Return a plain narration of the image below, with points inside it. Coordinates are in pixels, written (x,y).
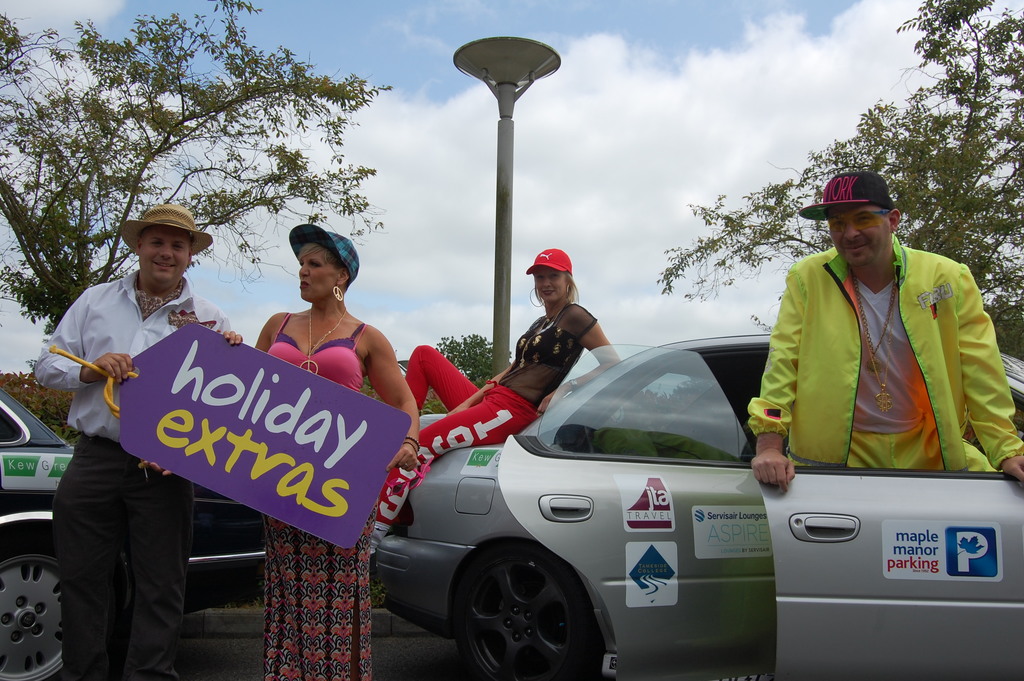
In this image I see 2 men (101,417) and 2 women (503,385) and I see that these three smiling. I can also see these 2 are holding a board (179,462) which says "holiday extras" and this woman (522,380) is sitting on this car (932,566) and I can also see there is another car (2,674) over here. In the background (13,168) I see the trees (59,43), a pole (537,57) and the sky (493,144).
